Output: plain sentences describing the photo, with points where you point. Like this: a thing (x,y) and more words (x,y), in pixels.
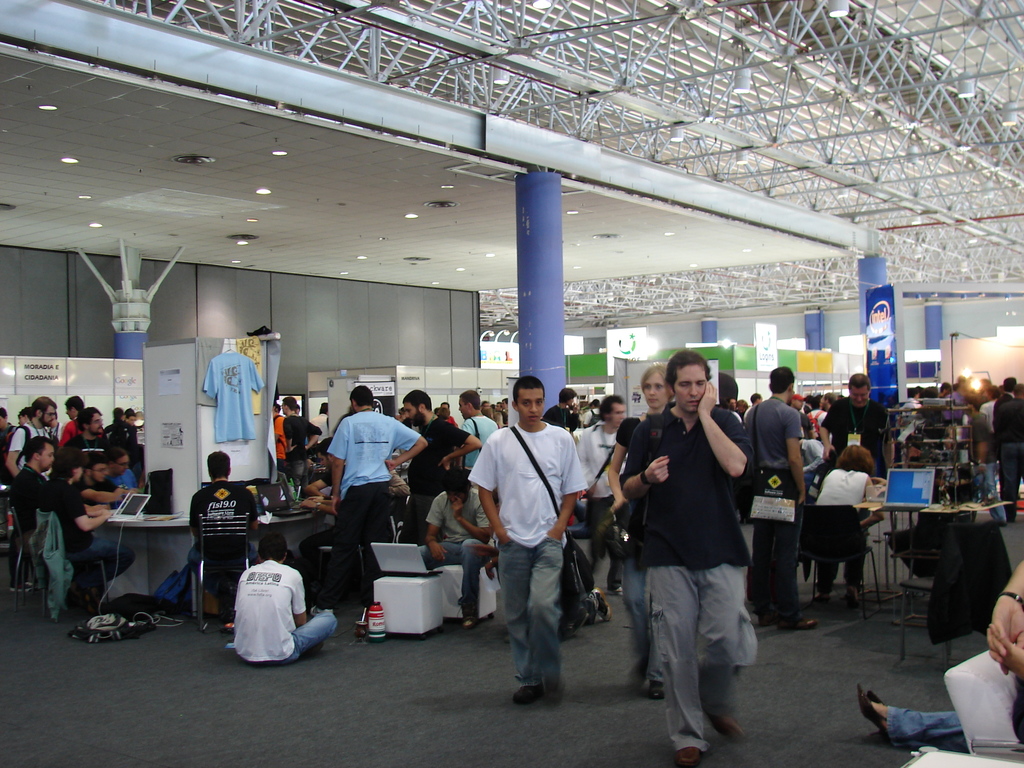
In this image I can see group of people (575,456) among them some are sitting on the ground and some are standing on the floor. In the background (527,351) I can see pillars (547,410), lights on the ceiling (502,306) and some clothes (231,363) hanging to the objects (231,445). I can also see tables (959,519) and people (837,498) sitting on chairs (845,533). On the tables (182,531) I can see laptops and some other objects (157,502).
